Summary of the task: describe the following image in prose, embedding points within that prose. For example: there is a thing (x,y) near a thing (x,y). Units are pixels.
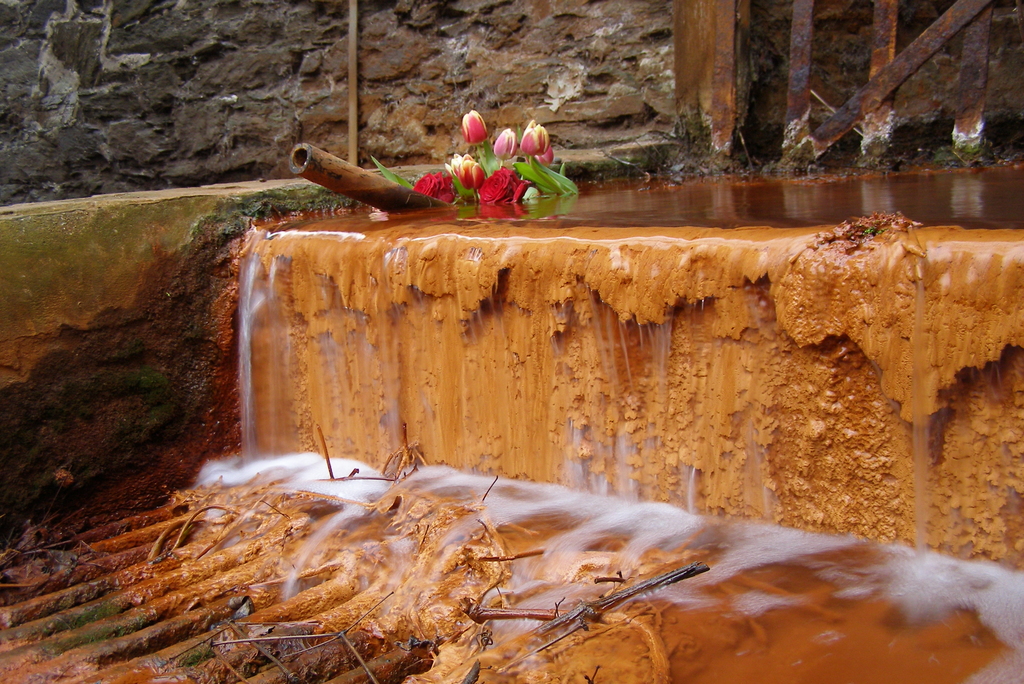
In this image, we can see the waterfall (569,343). We can also see some objects (240,649) at the bottom (25,558). We can see some flowers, a pole (330,160) and the wall (440,48). We can also see the metal fence (971,20).
